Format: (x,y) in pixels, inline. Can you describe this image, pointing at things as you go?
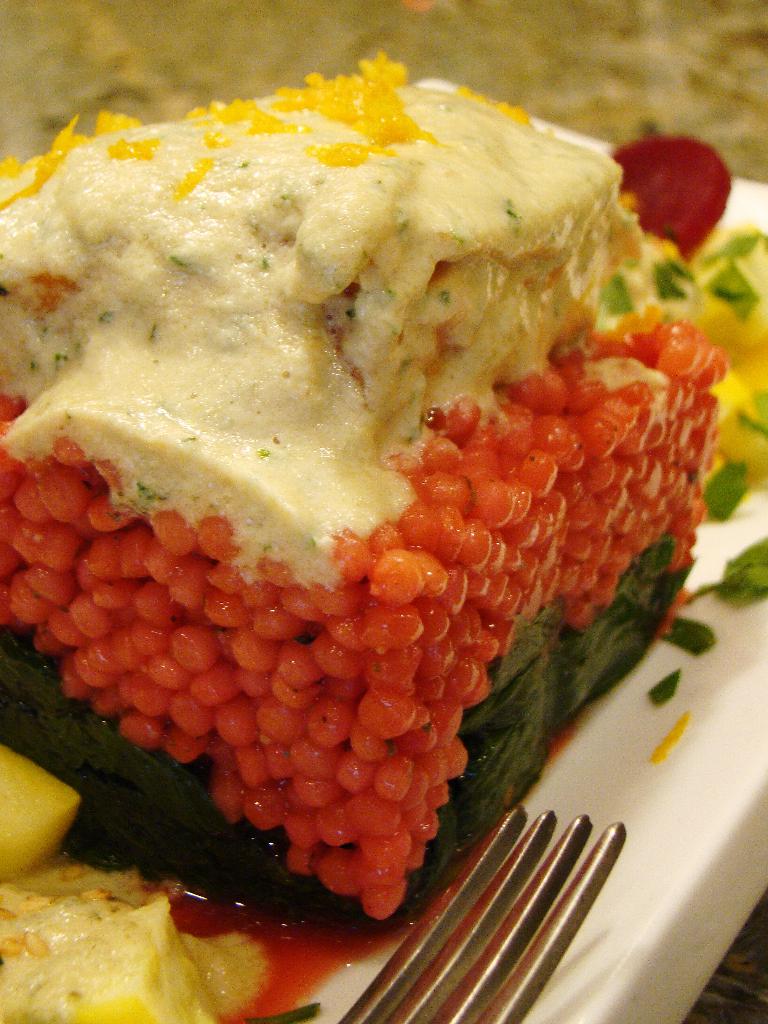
This image consists of some eatables (432,589). There is fork (526,863) at the bottom (575,888). It is placed on a plate (654,716). It is in white color.
